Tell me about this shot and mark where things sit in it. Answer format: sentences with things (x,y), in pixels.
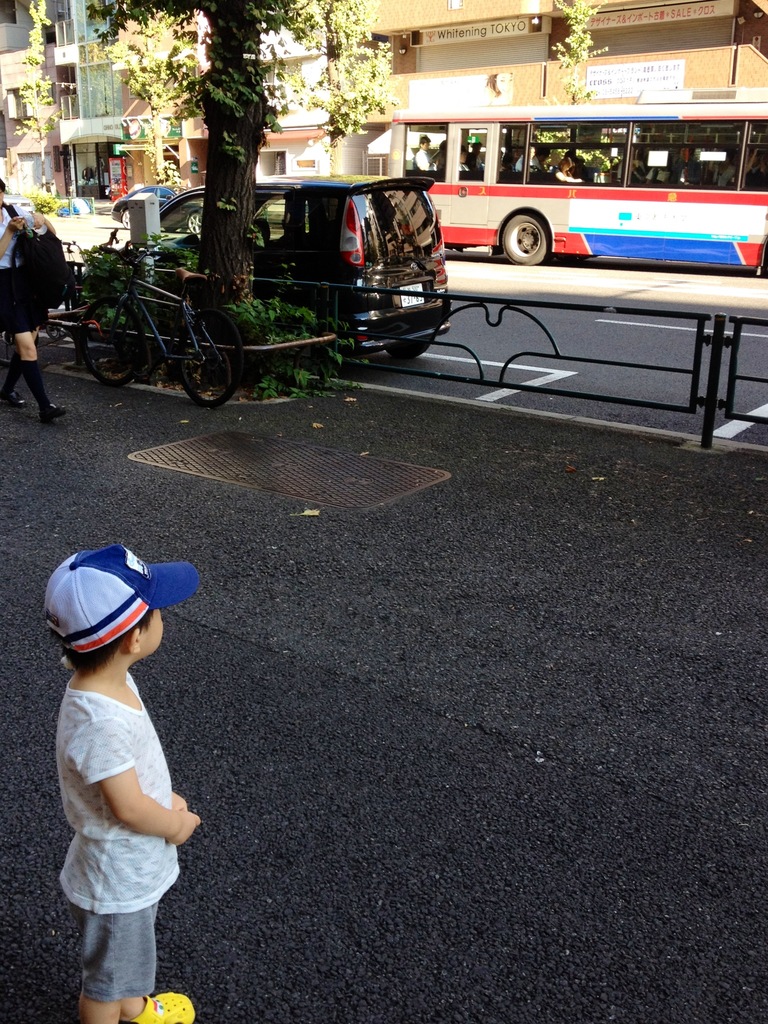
On the left side of the image (79,573) we can see a boy (107,868) standing. In the background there is a car (428,211) and a bus (523,253) on the road (474,280). We can see buildings (93,44). In the center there is a tree (235,18) and a bicycle (218,360). We can see a fence (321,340). There is a person (48,402) walking on the road (125,459).
